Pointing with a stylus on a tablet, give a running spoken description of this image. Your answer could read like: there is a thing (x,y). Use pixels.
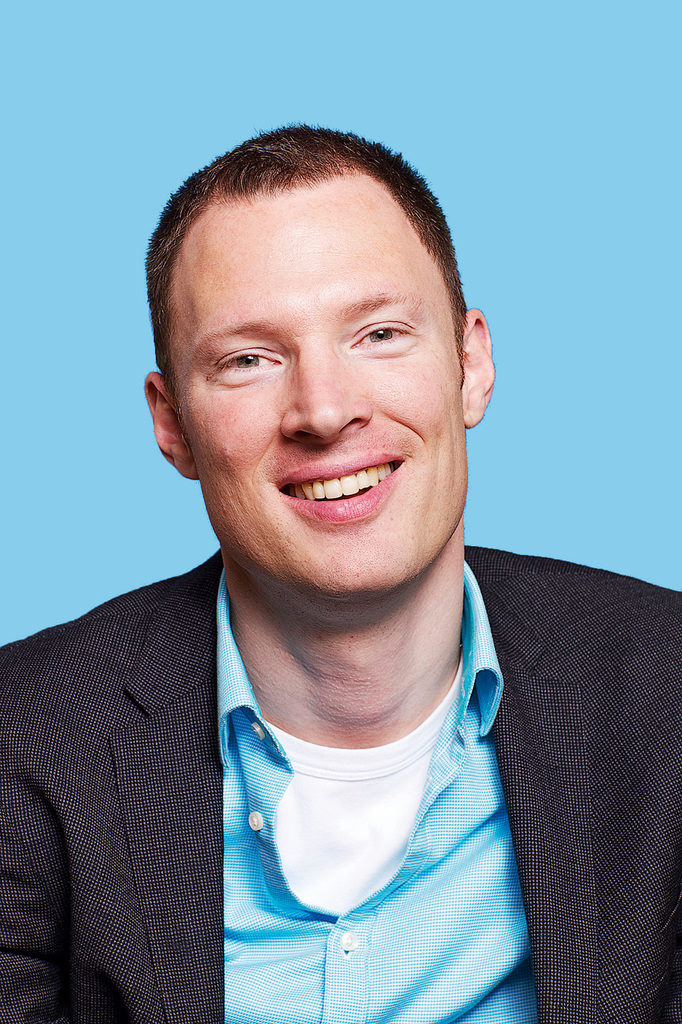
This image consists of a man (251,589) wearing a black suit (184,1016). He is also wearing a blue shirt (425,914). The background (113,34) is blue in color.
